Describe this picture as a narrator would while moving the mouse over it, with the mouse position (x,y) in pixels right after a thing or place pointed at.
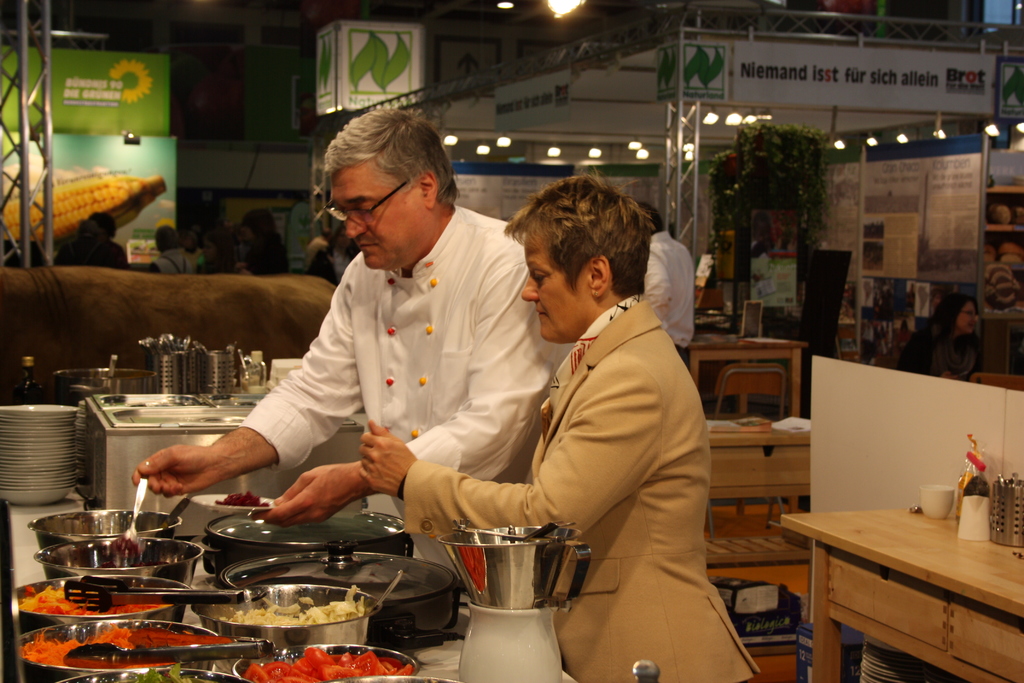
As we can see in the image there is a current pole (31,39), a banner (104,193), tree (739,153) and in the front (592,436) there are two people (379,277) standing. In front of them there are bowls (201,672), mixer (506,660), plates (28,447) and on the right side (950,526) there is a table (961,546).
